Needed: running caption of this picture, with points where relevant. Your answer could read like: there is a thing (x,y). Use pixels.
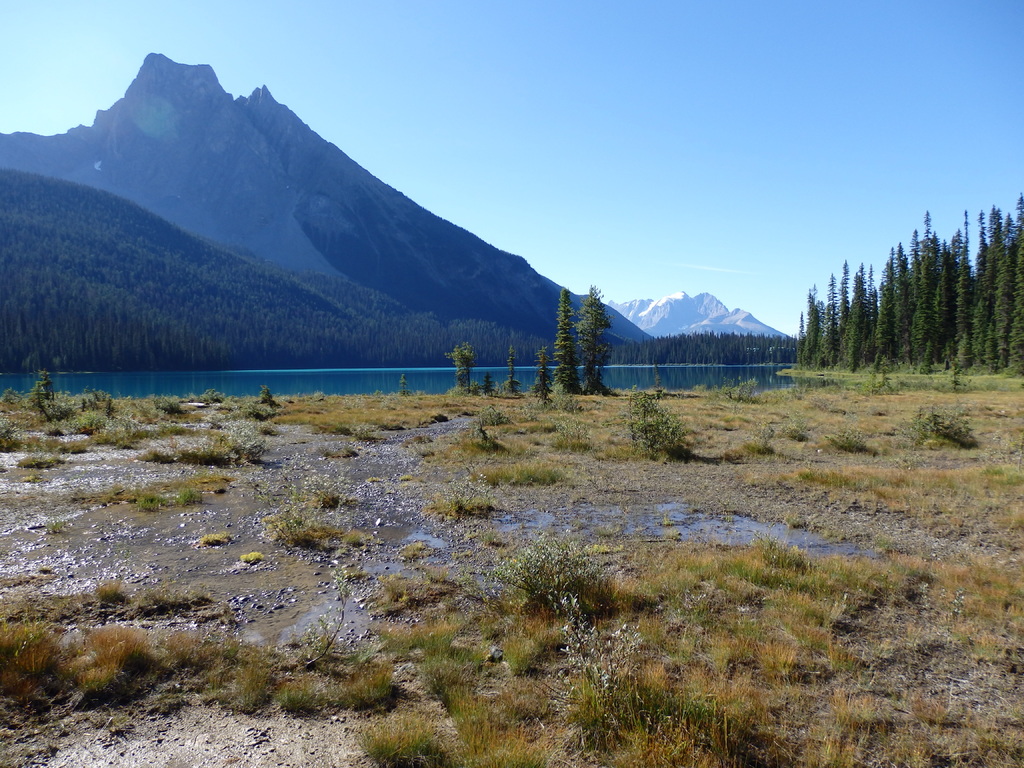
In this image, we can see some trees (514,389) and plants (699,419). There is a lake (404,373) and some hills (142,326) in the middle of the image (404,274). There is a sky (543,57) at the top of the image (525,85).
